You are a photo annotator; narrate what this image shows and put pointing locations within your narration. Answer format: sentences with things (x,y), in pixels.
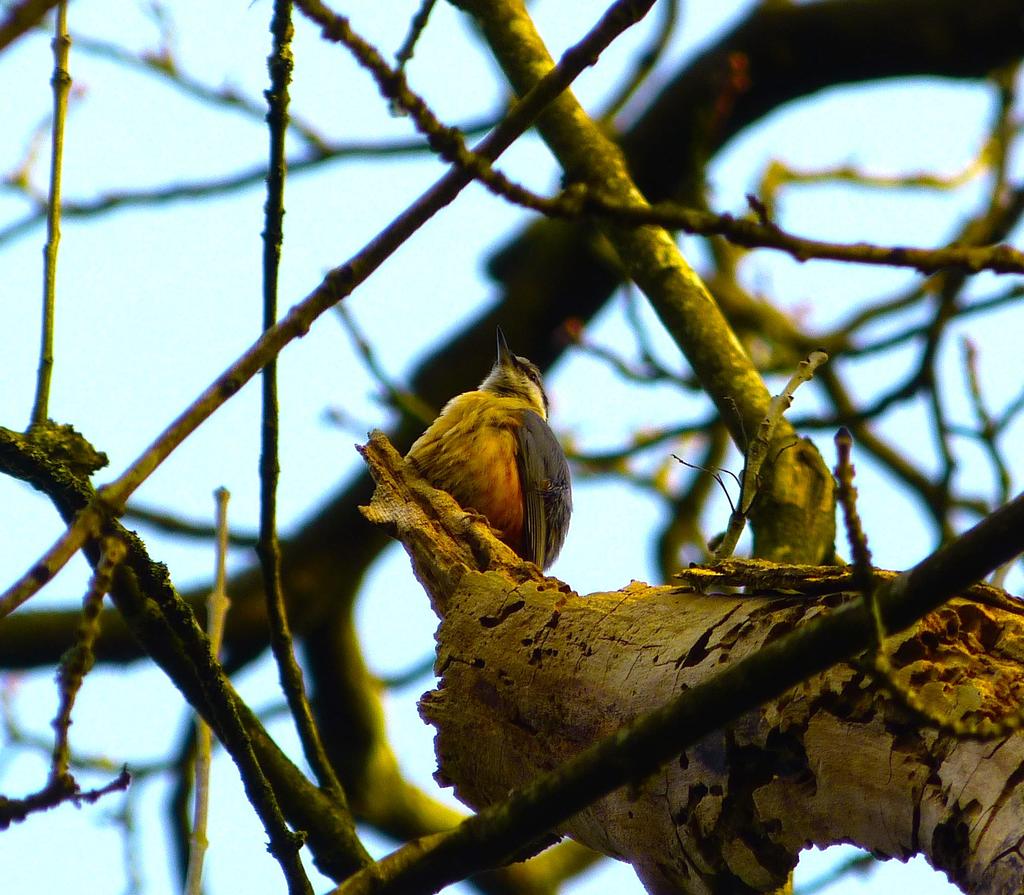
In this image there is a bird (548,420) on the tree (612,664).
